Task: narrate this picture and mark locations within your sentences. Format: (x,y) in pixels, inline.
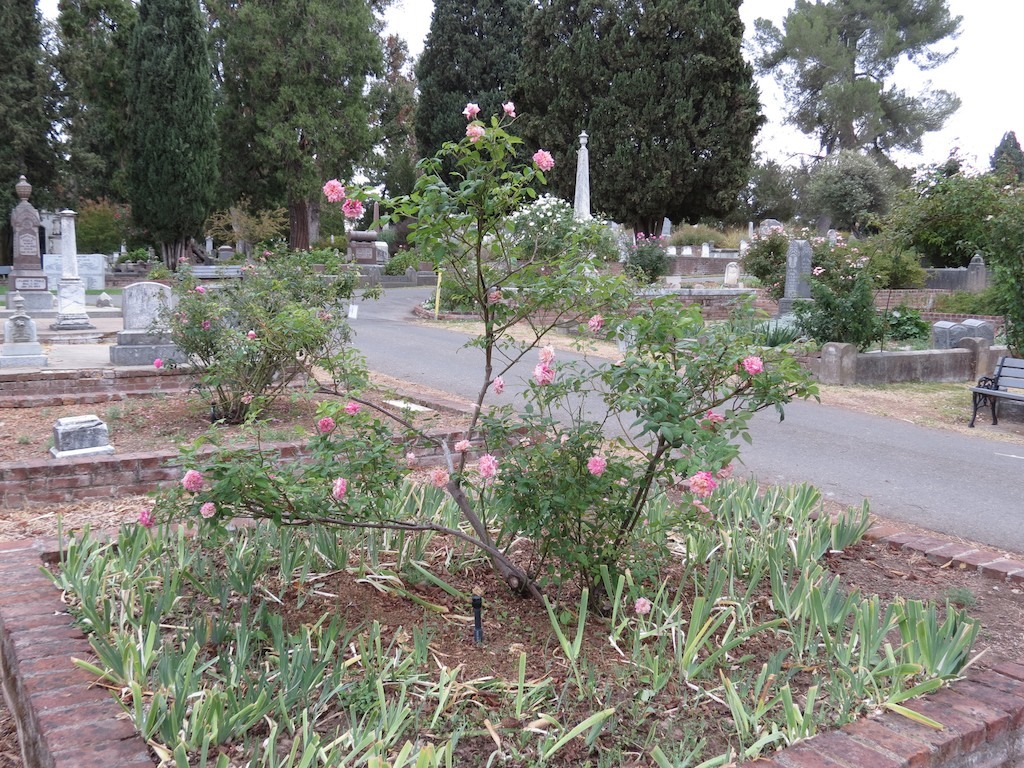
In this image I can see few plants (280,687) which are green in color and to them can see few flowers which are pink in color. In the background (429,285) I can see few materials (148,316) which are white and brown in color, few trees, a bench (992,385), few flowers (820,268) and the sky (972,112).
